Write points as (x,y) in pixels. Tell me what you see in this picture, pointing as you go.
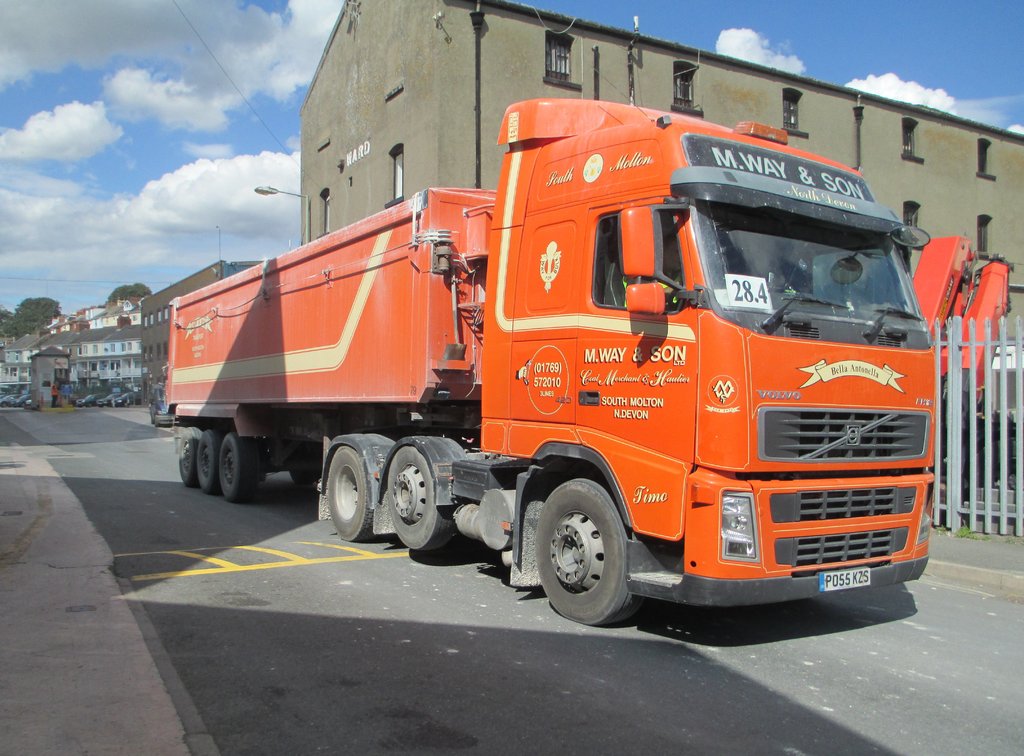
In this picture we can see vehicle (383,439) on the road (474,668) and fence (1017,478). In the background of the image (319,218) we can see buildings (232,262), light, trees (14,329), vehicles (16,395) and sky (199,143) with clouds (199,116).
